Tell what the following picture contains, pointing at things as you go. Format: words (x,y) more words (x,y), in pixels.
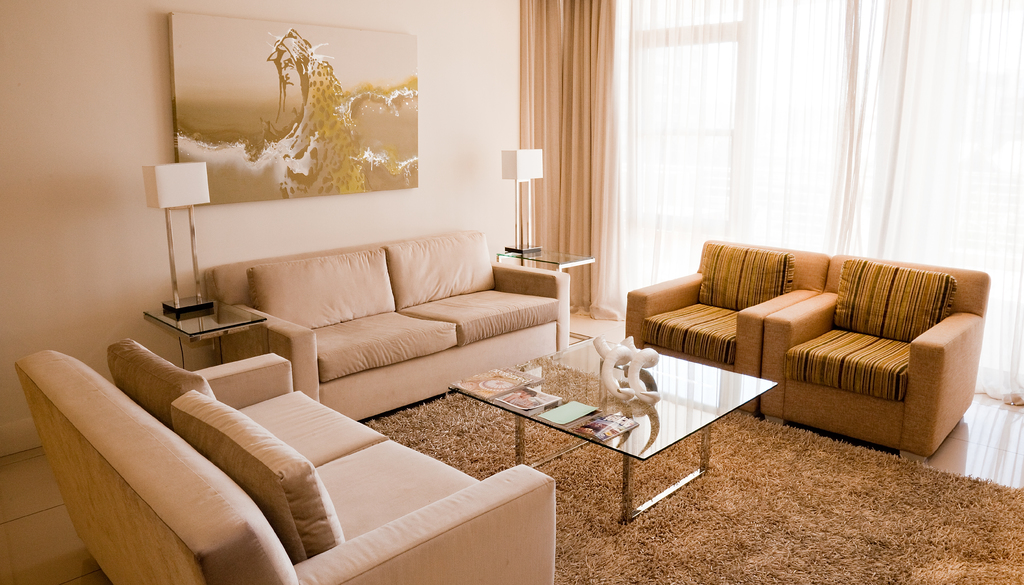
There is a room (465,305). There is a sofa (508,297) and table (591,381). There is a poster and paper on a table (643,412). We can see in background (540,194) wall (474,185), curtain (581,199), lamp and floor mat (822,500).
